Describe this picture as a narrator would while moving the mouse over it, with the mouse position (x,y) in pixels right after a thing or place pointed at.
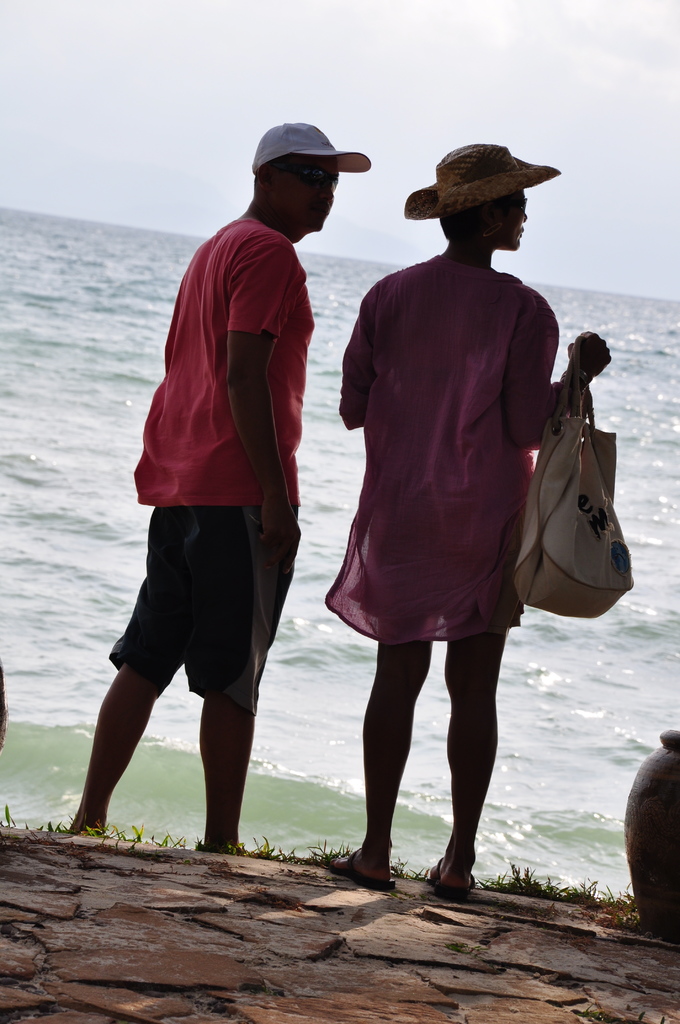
In this image i can see two persons (365,400) wearing a cap (363,156) the person (500,181) standing here holding a bag (585,534), at the back ground (69,538) i can see water (71,548) and a sky (98,73).
